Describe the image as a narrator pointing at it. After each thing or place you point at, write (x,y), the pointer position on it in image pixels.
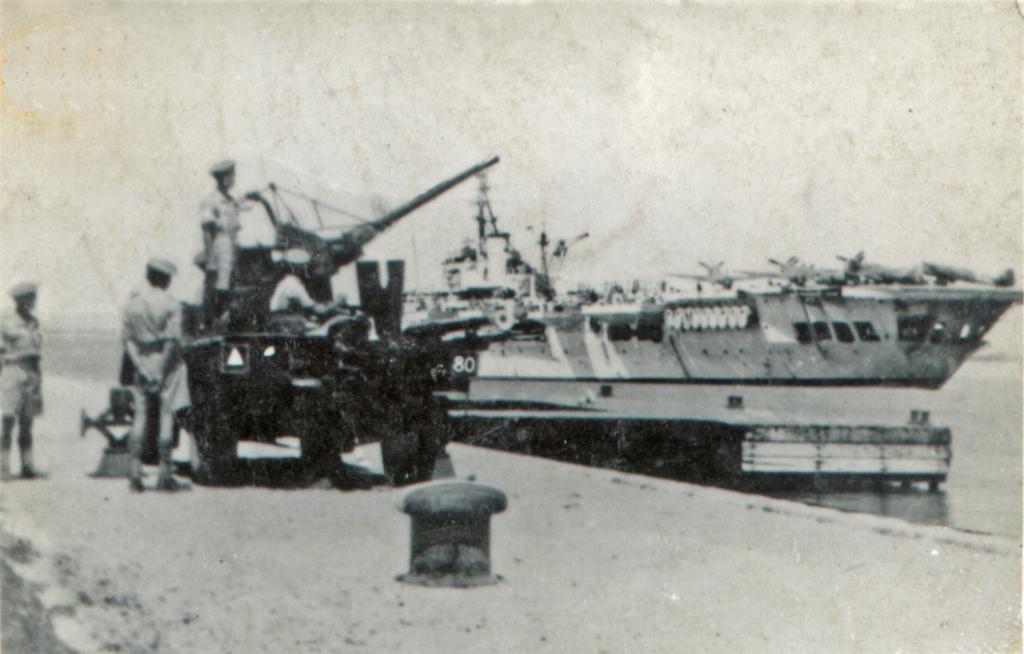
This is a black and white image. On the left side of the image (152,420), we can see people (9,369) and a vehicle (311,382) on the path (332,501). On the right side of the image (706,406), we can see a ship (729,335), water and walkways (831,449). In the background (909,181), there is the sky (440,219).
